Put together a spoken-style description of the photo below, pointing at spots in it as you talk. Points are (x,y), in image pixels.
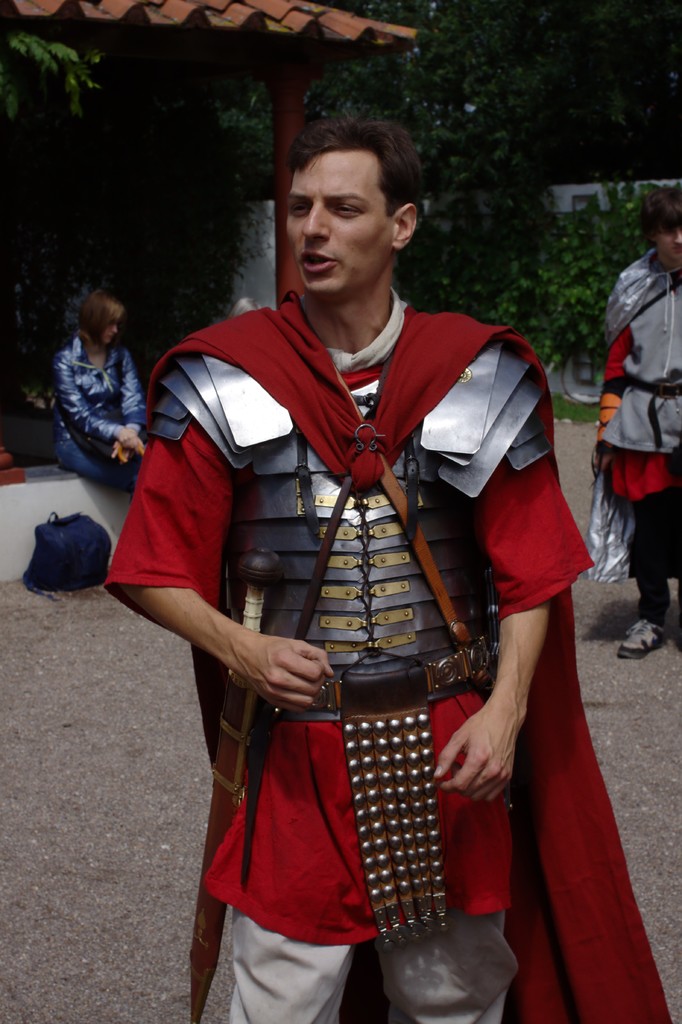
In this picture I can see few people (547,678) are standing on the ground (173,813) with different costume (503,472), behind we can see a woman (122,399) sitting under the roof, around we can see some trees (440,124).
